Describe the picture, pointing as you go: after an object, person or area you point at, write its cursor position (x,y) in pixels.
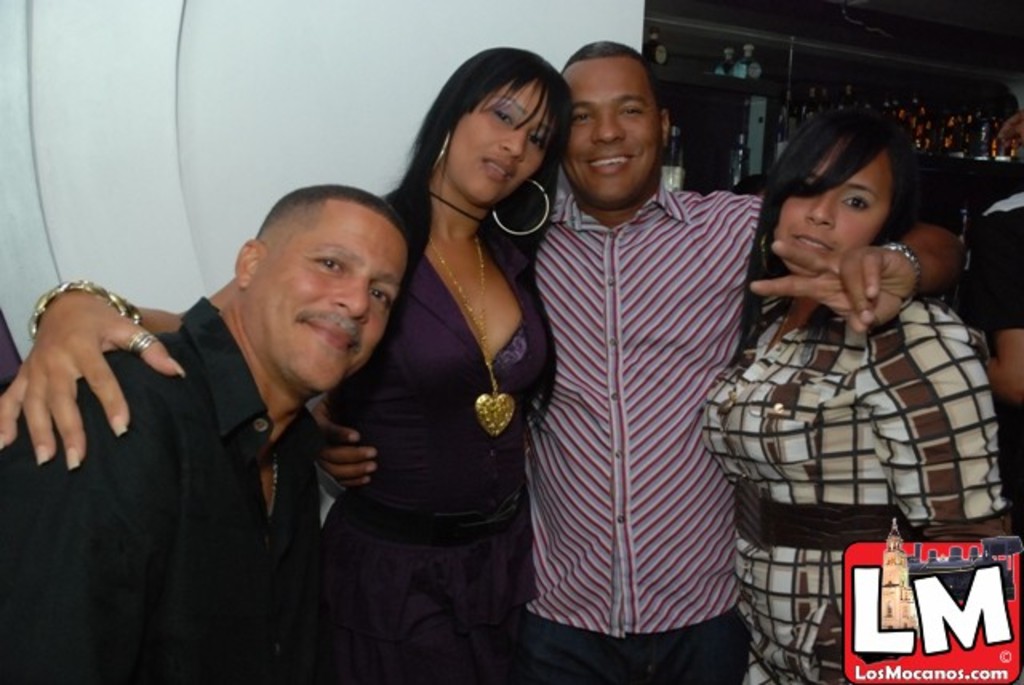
In this picture I can see four persons (636,151), there are glass bottles (736,59) and some other objects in a cupboard (916,95), and in the background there is a wall (619,6) and there is a watermark (925,617) on the image.
